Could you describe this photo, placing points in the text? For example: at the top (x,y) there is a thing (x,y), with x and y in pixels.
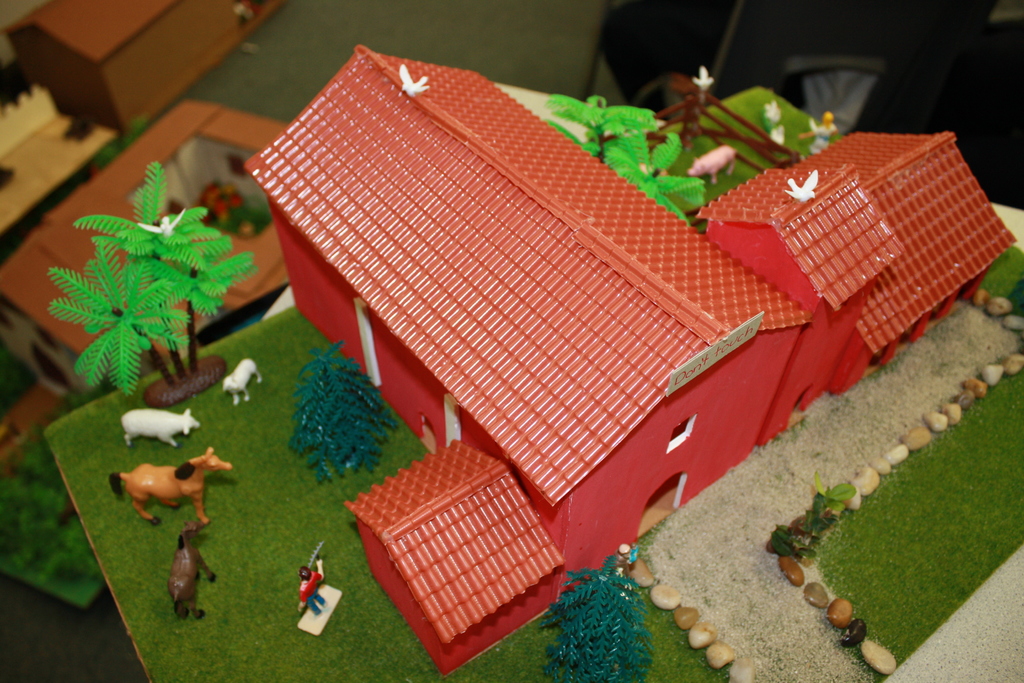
In this image I can see the miniatures (264,259) of few buildings (656,241), animals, trees (118,240) in green color and the birds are in white color.
